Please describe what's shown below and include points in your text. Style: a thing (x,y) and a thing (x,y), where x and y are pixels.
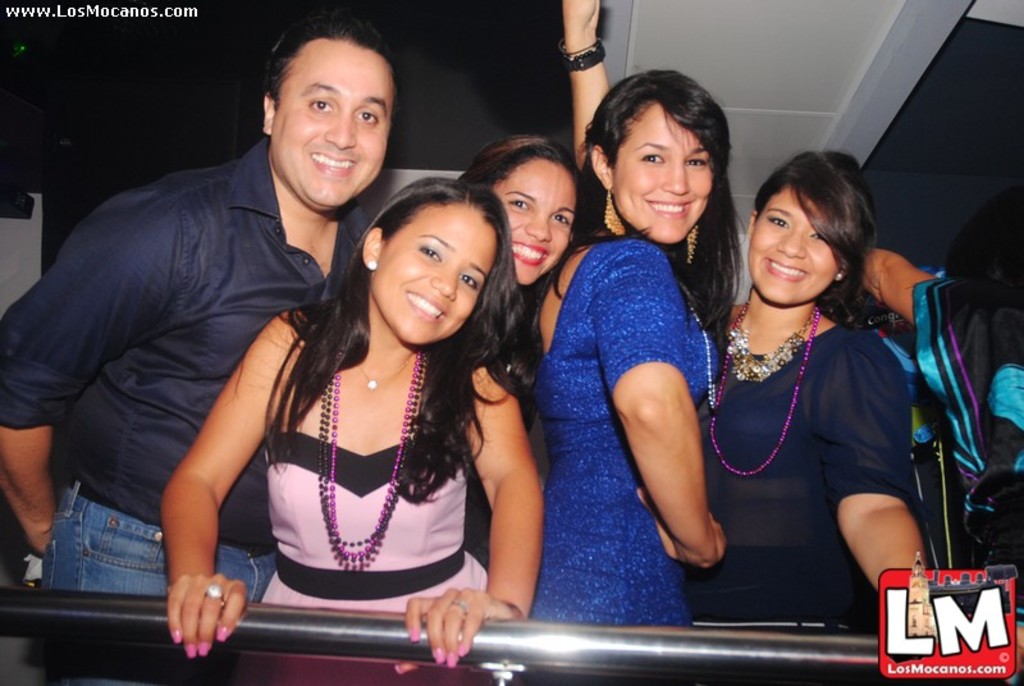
In this image I can see four women (470,394) are standing and smiling and I can see a man (221,254) wearing black and blue colored dress (163,331) is standing and smiling. I can see a metal rod (311,621) in front of them and in the background (725,39) I can see the white and black colored surface (457,59).
